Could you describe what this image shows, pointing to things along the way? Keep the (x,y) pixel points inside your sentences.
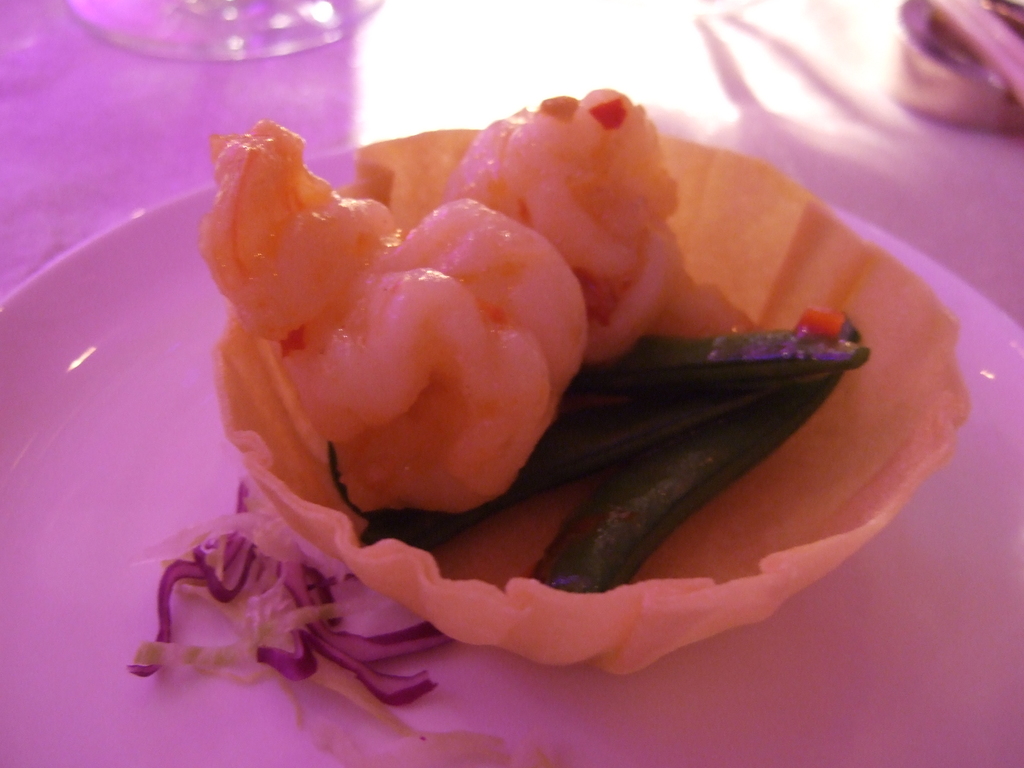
In the center of the image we can see a platform (675,90). On the platform (103,174), we can see one plate (197,191), some food items (566,287) and some objects (969,39).
